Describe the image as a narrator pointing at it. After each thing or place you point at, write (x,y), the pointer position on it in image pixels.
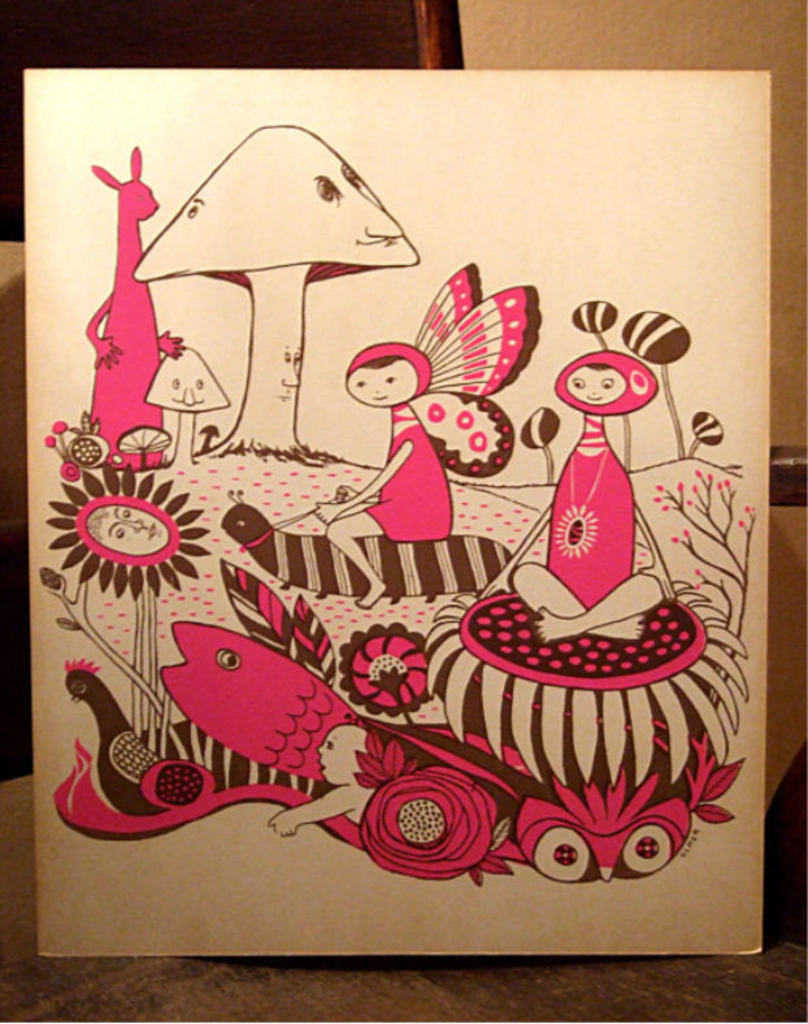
In this image there is a wooden board (229,542) with drawings (314,560) on it, and in the background (787,284) there is a wall (787,284).
